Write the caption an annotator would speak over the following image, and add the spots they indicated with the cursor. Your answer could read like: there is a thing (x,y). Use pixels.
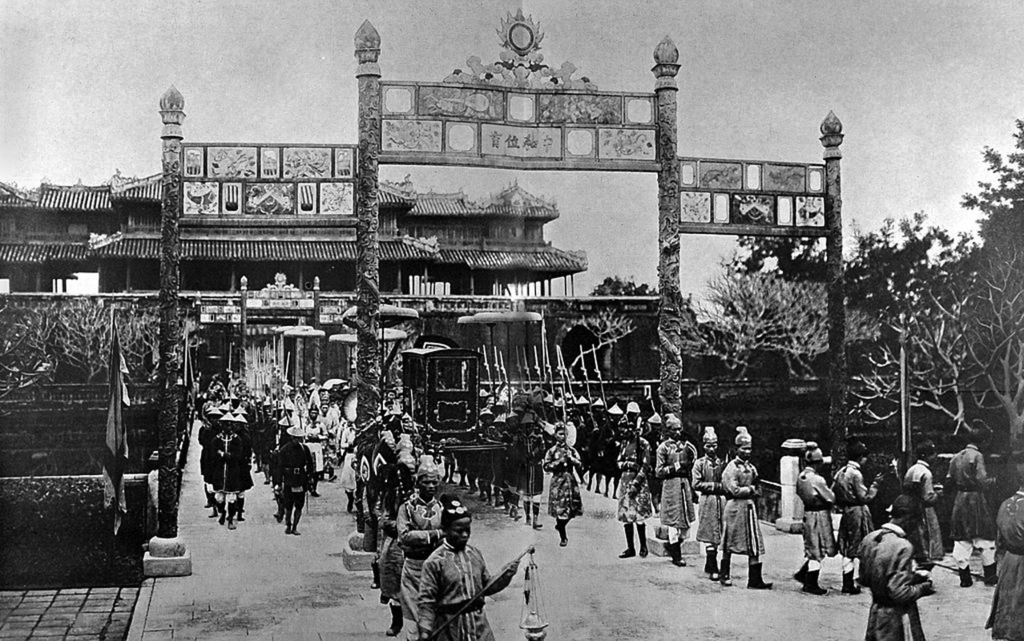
In this picture I can see a group of people (556,492) are standing. Here I can see some flags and other objects (358,247). In the background (340,279) I can see a building (317,275) and the sky (760,121). On the right side (904,306) I can see trees (877,265). This picture is black and white in color.
